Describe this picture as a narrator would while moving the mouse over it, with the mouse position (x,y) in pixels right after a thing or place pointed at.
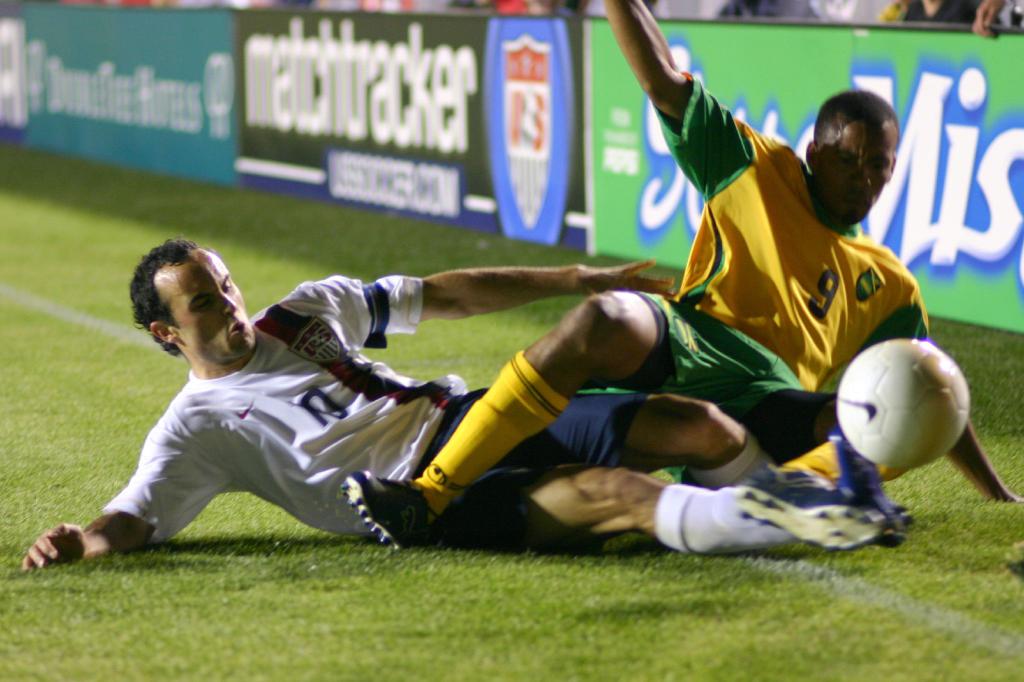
There are two players (596,401) in a football match. They are trying to kick the football (917,437). One is totally in slipped position and the other is trying to jump above him. They crossed the line (795,563). There are few boards (486,152) beside them.
